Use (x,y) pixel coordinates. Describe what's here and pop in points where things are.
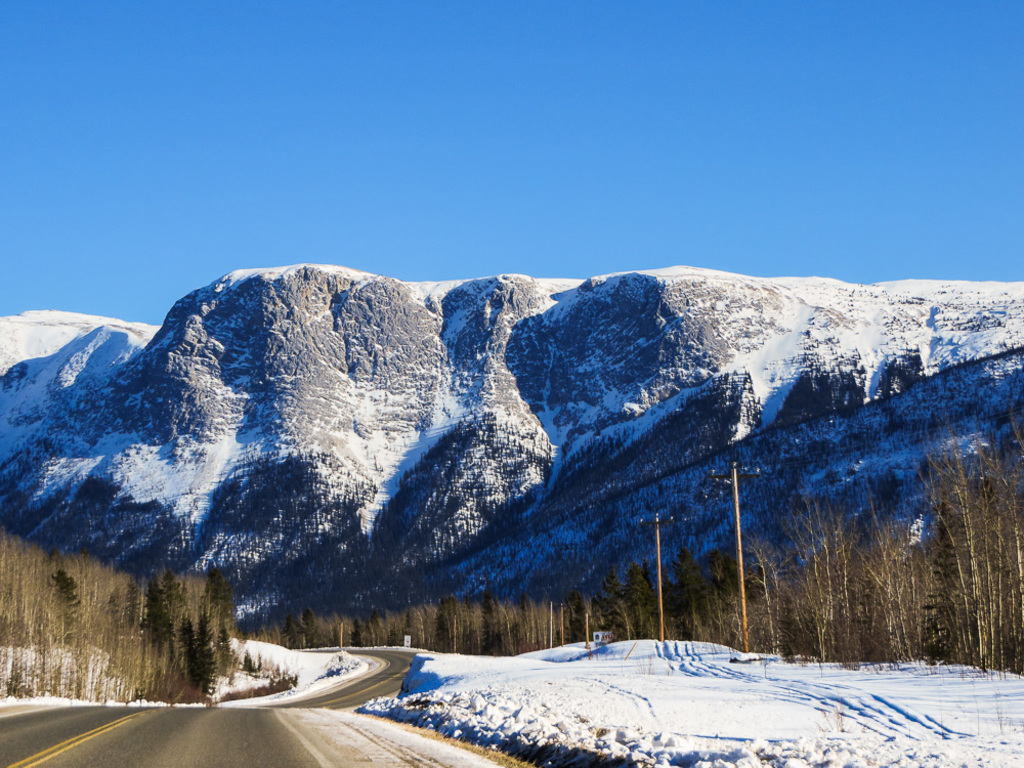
In this image we can see a group of poles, trees (904,609), pathway (341,699), mountains (553,434) and the sky (530,152).
